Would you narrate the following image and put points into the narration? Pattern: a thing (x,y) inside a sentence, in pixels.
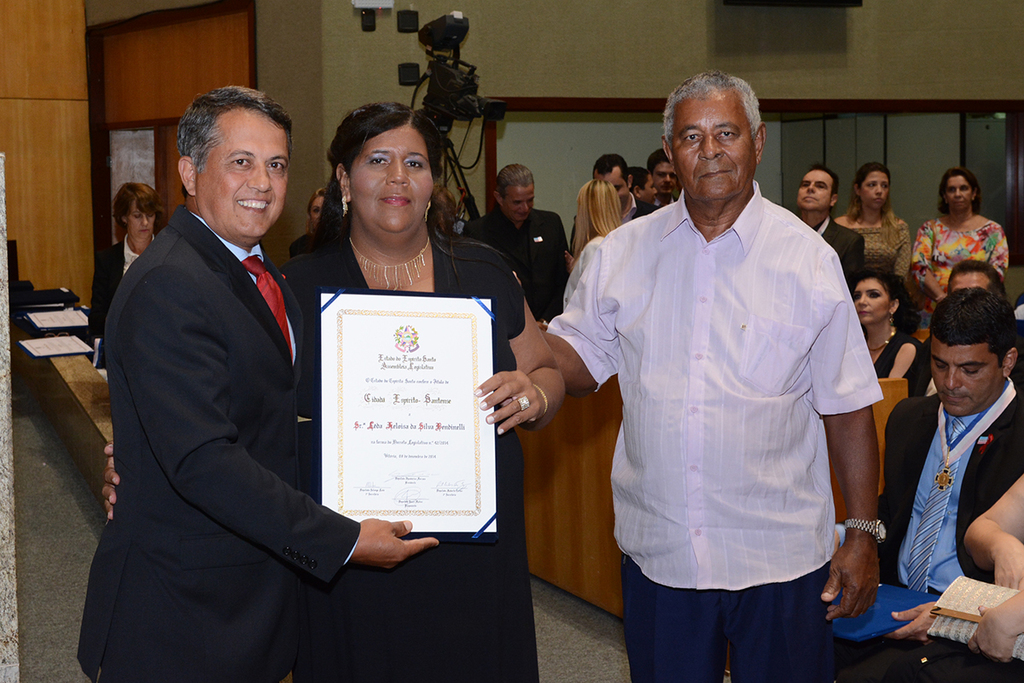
In this image we can see a man (234,476) and a woman (433,550) standing and smiling and also holding the certificate (418,438). In the background (952,280) we can see the people (949,295) sitting. We can also see a few people (805,199) standing. Image also consists of the papers (50,321) on the counter (81,363). We can also see the wall (300,84), windows (933,179), camera (451,110) with the stand (448,156) and wires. We can also see the floor (560,645).
